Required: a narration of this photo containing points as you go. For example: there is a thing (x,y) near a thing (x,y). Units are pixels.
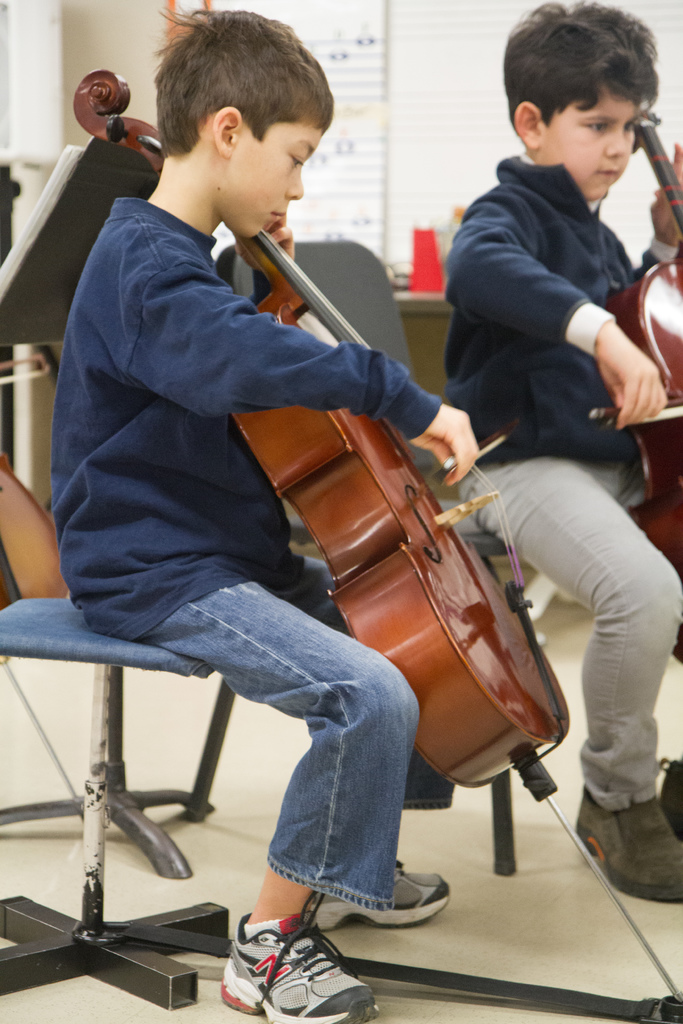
In this picture we can see two boys (583,205) sitting on chair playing cello (304,319) and in background (467,24) we can see chair (347,271), table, board (395,18), papers (59,191).
